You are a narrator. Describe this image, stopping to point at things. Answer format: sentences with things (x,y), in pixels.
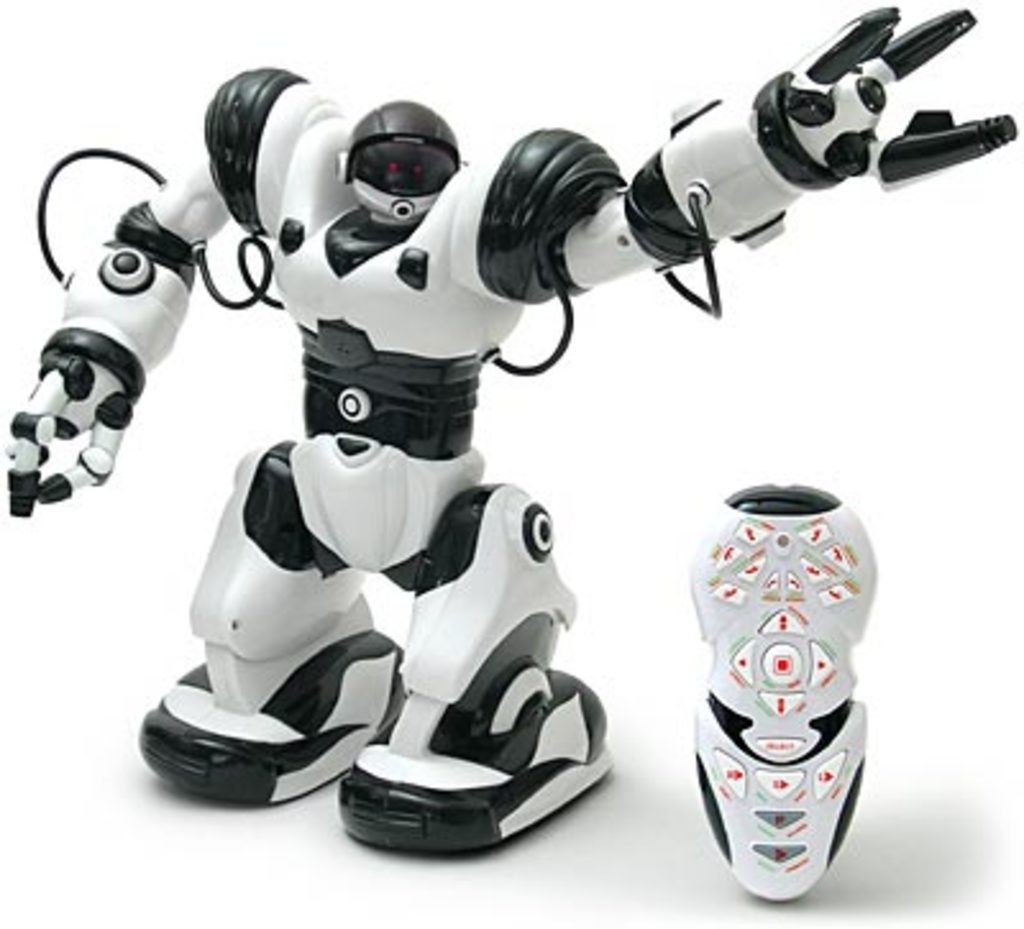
In this image we can see a robot (414,281) and a remote (744,792).
